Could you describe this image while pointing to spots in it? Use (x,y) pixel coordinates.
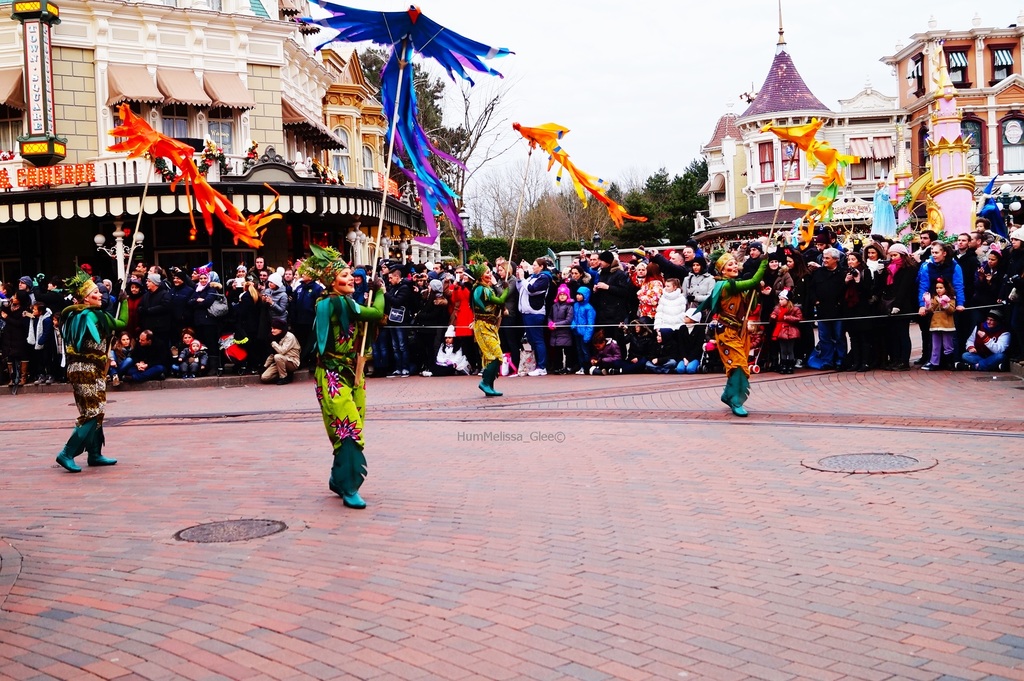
In this image we can see persons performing on the road (412,531). In the background (425,297) there is crowd (448,273), buildings (755,197), trees (667,236) and sky (568,98).
